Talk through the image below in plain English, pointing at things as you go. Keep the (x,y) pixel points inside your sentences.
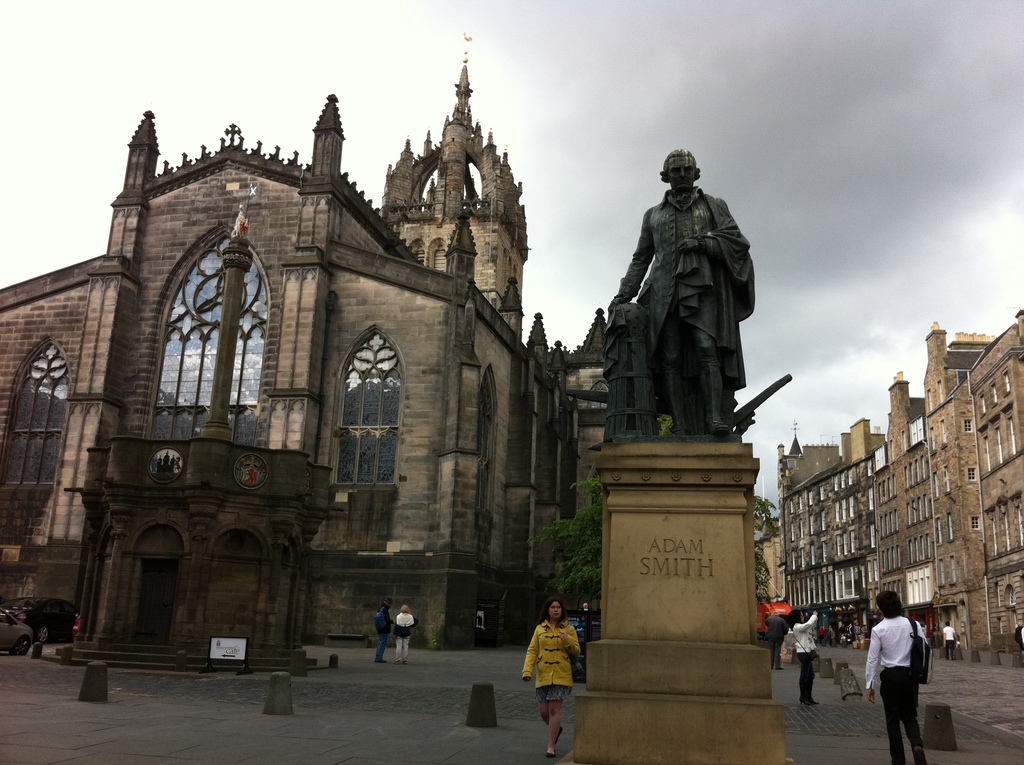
In the foreground of this picture (722,365), there is a sculpture (733,274) on the road (958,677) and there are persons (523,679) moving on the road (519,712), buildings (421,391) and the cloud (757,67).
